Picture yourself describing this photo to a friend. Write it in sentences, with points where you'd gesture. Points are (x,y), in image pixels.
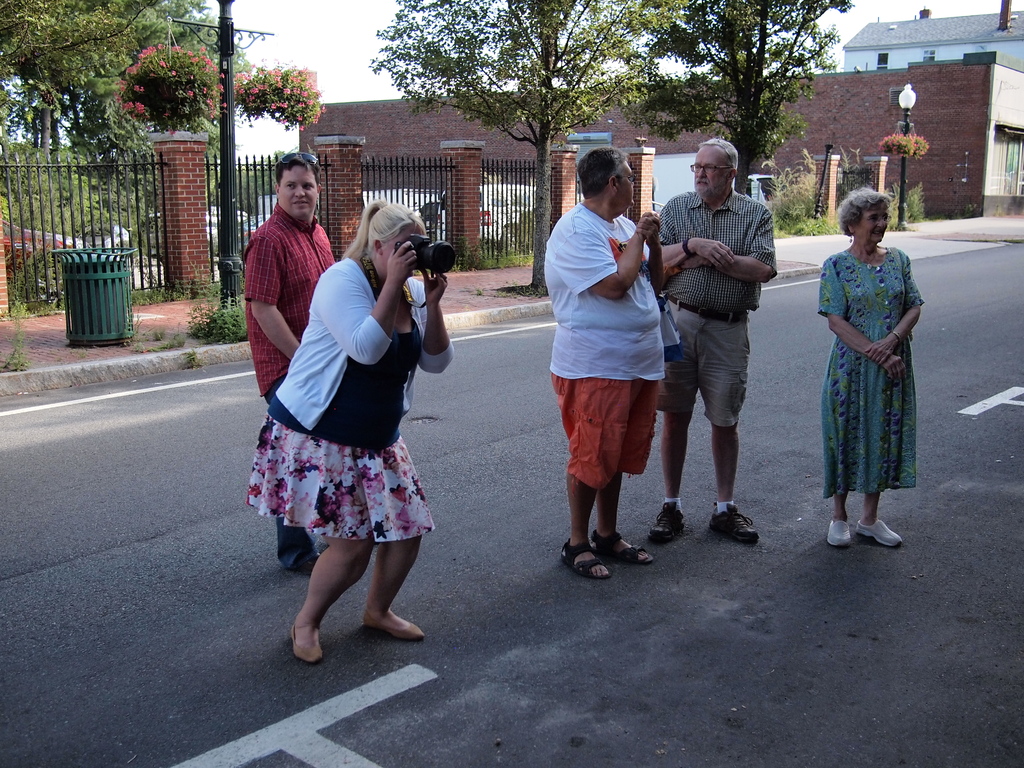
In this image, we can see some people (608,260) standing, there is a woman (347,334) standing and she is holding a camera (415,242), in the background (496,168) there is a fencing (336,176) and there are some green color trees (588,47), at the top (288,56) there is a sky (323,28).
